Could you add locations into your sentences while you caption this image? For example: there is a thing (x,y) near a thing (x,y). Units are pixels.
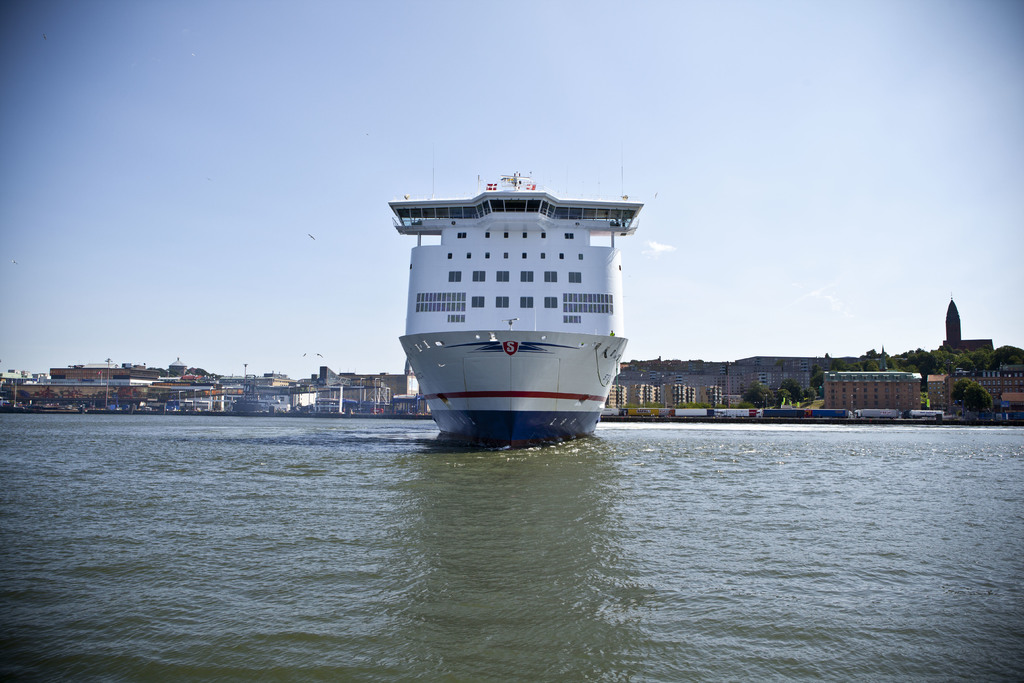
In this image there is a ship (519,358) in the water (551,446). In the background (249,385) there are so many buildings (735,376) one beside the other. At the top (731,98) there is the sky (725,111). At the bottom (456,569) there is water (456,569). There are rooms (541,253) in the ship (507,259).
